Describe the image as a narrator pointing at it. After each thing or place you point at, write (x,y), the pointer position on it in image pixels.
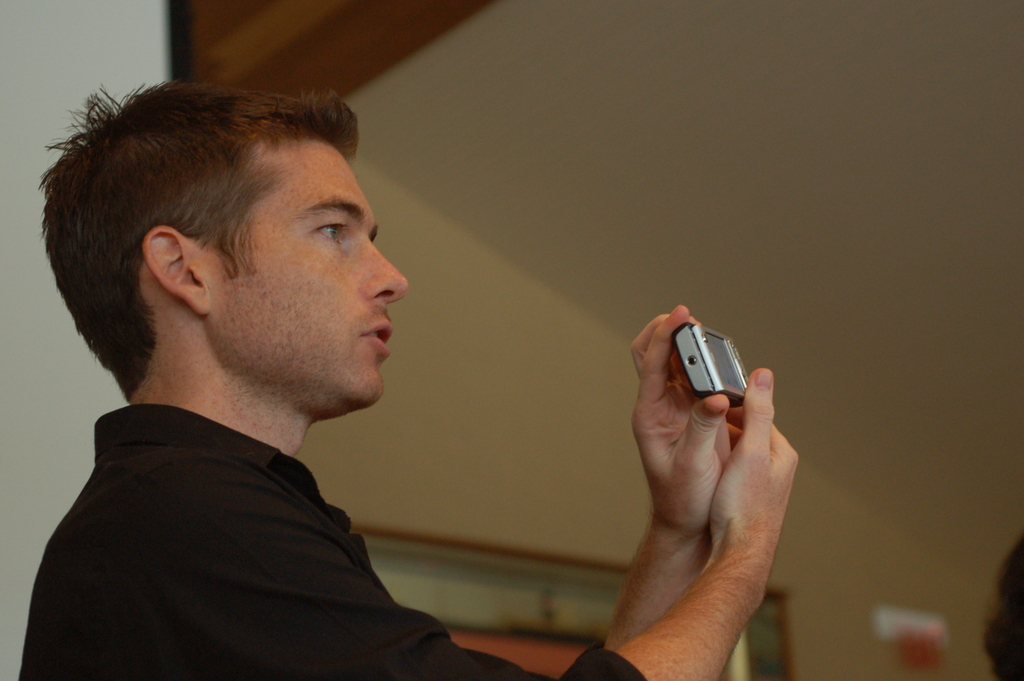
In the image we can see there is a person (319,599) who is standing and holding mobile phone (720,372) in his hand (664,354).
